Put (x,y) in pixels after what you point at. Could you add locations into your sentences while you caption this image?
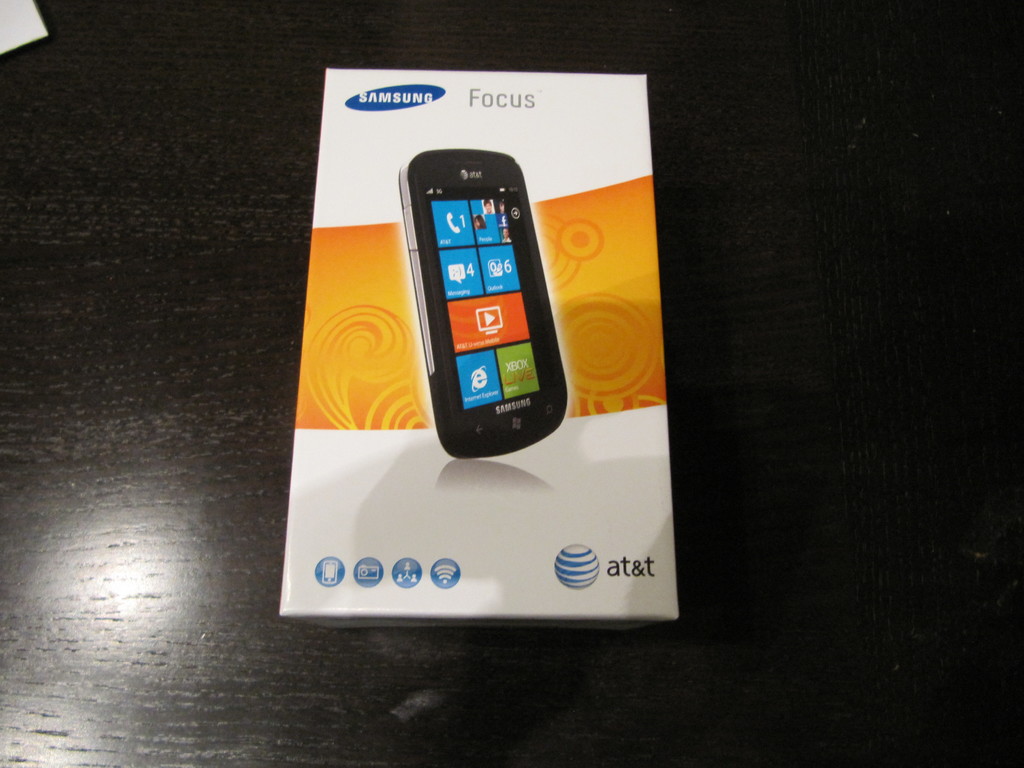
In this picture we can see a box (362,199) on a wooden object (356,644) and on the box (348,497) it is written as a "Samsung" focus.
